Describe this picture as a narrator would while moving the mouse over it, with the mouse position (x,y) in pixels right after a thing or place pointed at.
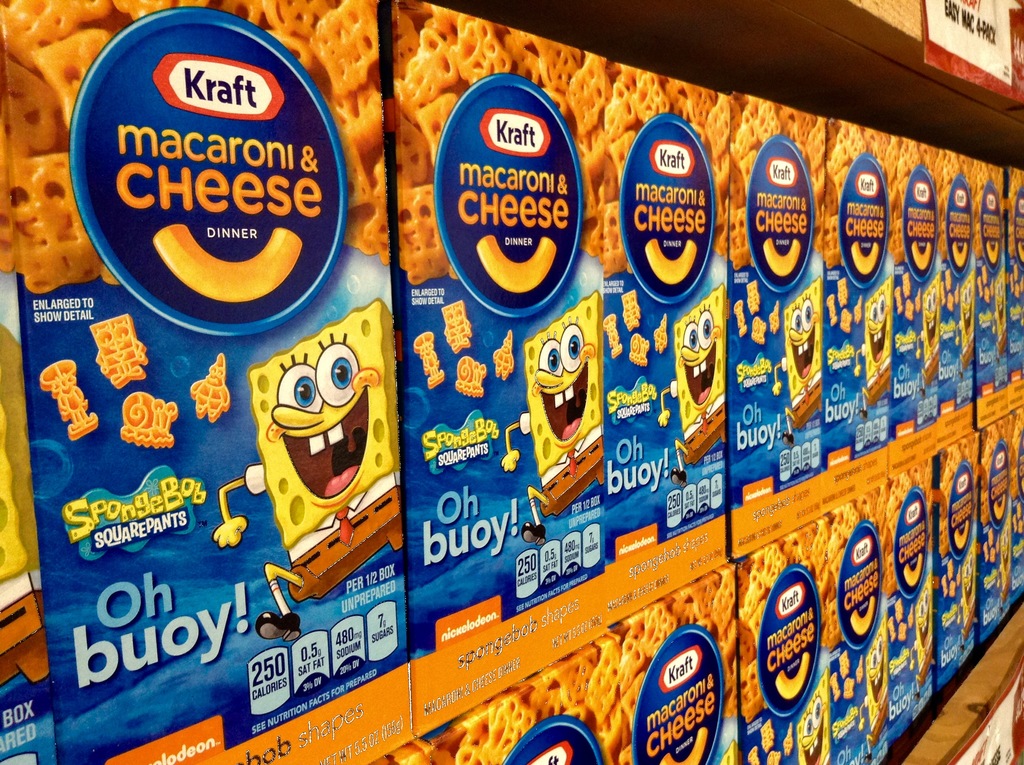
In this image we can see there are boxes (780,467) with text (509,184) and images (525,413). And we can see the wooden object (866,67) attached with sticker (945,43).
